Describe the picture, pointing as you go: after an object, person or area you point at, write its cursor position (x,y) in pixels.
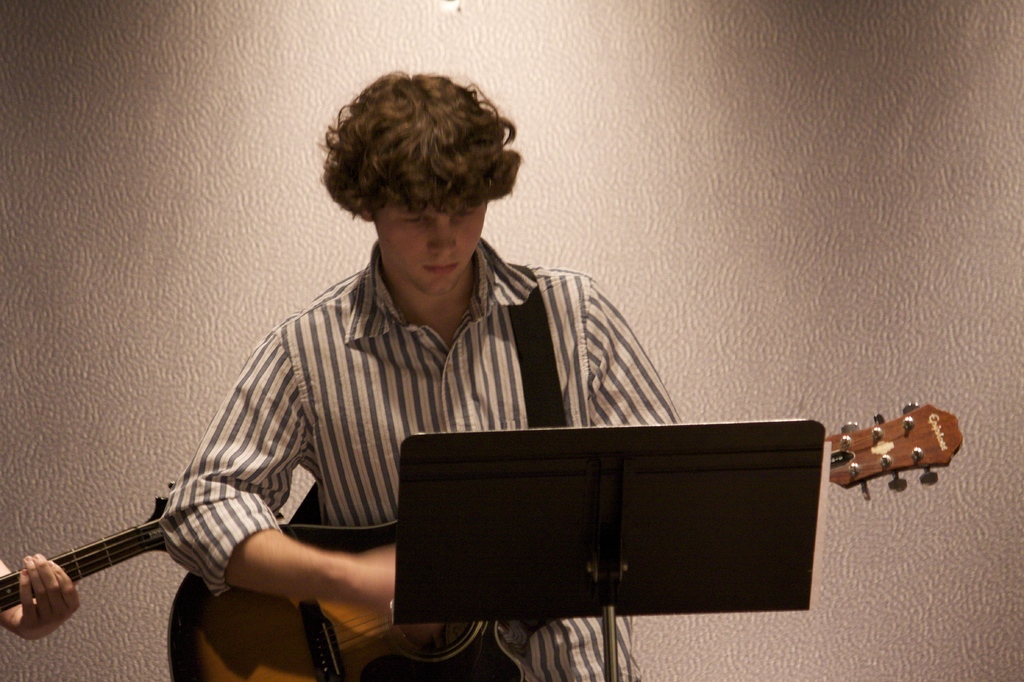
In this picture we can see a man (438,366) wearing striped shirt (400,379) and playing a guitar (287,610). This is a stand (645,568). On the background (639,107) we can see a wall (523,107) painted with white colour. At the left side of the picture (62,622) we can see partial part of human's hand (59,603) and a guitar (118,561).
